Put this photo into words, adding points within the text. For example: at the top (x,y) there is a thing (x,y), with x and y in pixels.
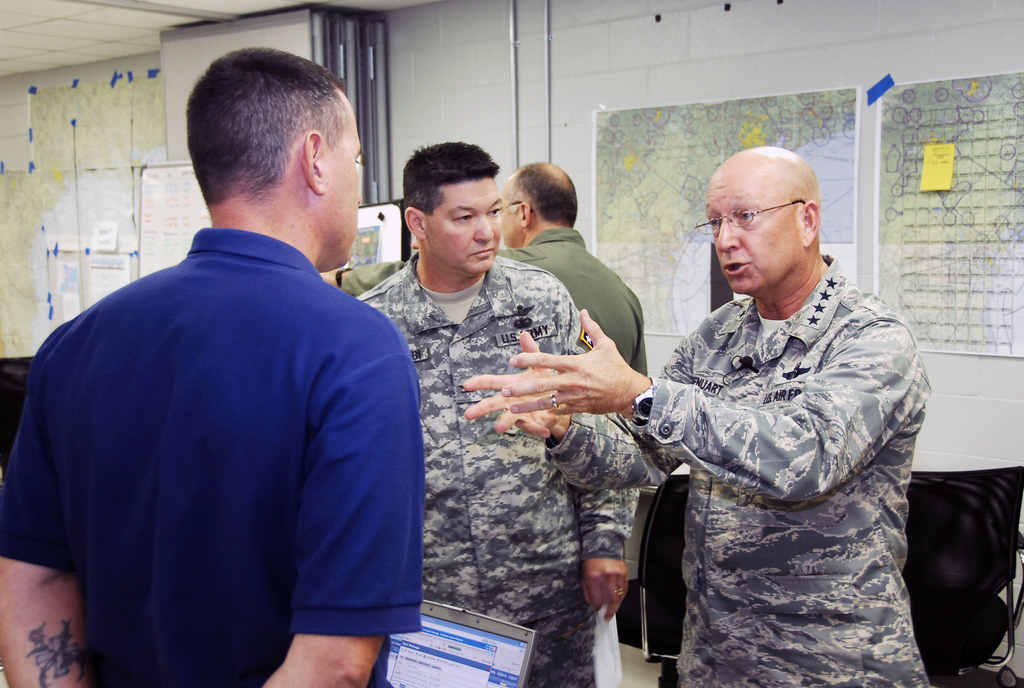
In this image we can see persons (636,473) standing on the floor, laptop (483,629), pipelines (515,112) and maps (840,151) pasted on the wall (15,135).
